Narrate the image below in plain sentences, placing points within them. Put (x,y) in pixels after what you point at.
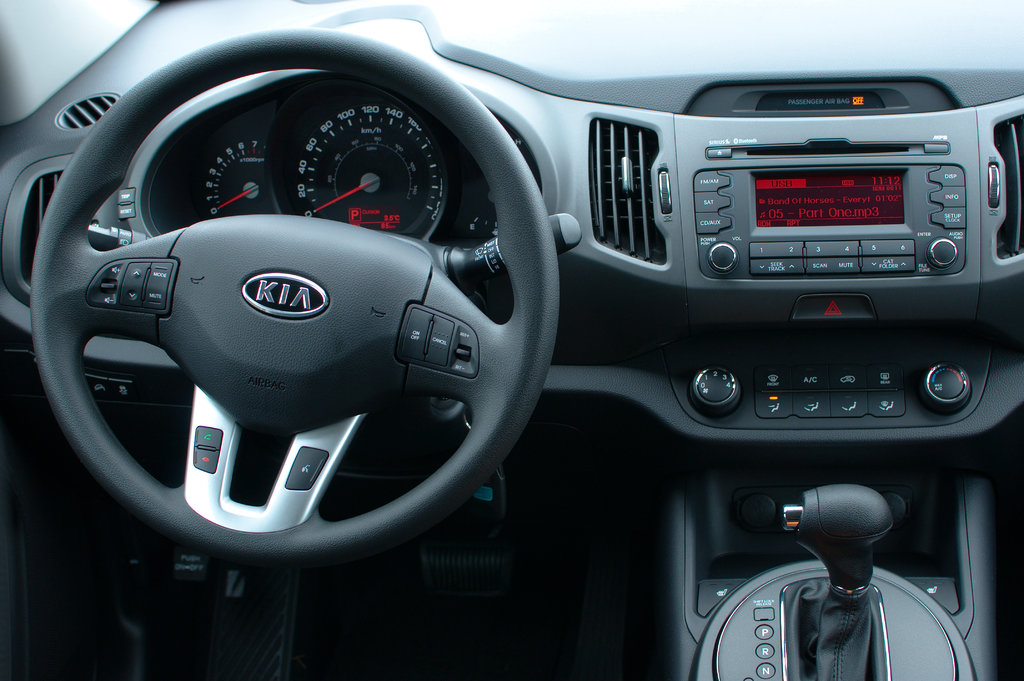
This is the image taken inside of the car (531,401) in the center (381,333) there is a steering (357,352) and there is a gear (845,593), there is dashboard (407,195) and there is a tape (836,233).
